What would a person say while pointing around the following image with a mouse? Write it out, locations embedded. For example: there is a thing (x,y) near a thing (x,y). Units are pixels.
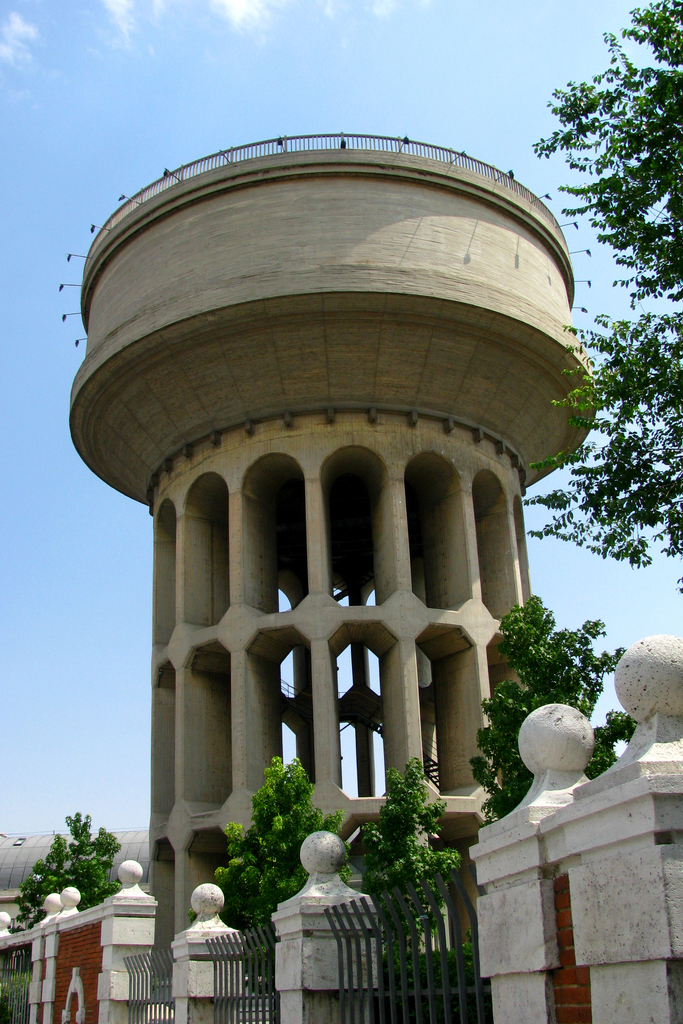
In this image we can see walls (573,900), fences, trees (45,867), objects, concrete water tank tower (265,265) and clouds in the sky (23,428).
